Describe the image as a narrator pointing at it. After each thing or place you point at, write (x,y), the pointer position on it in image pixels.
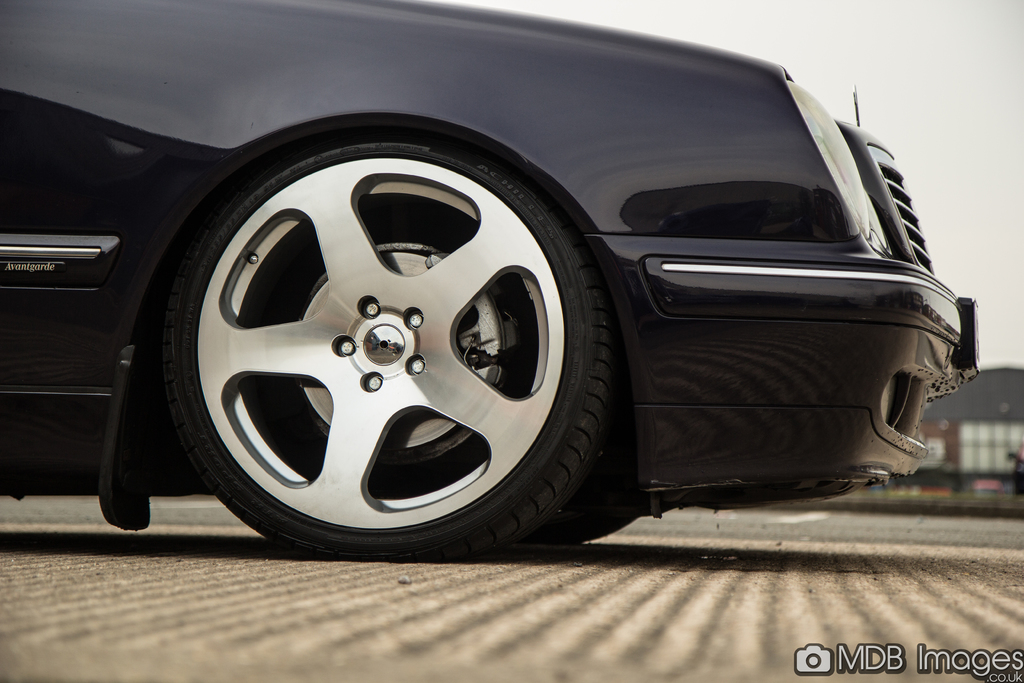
In this picture we can see a black color car (568,227), in the background (975,407) there is a building (954,403), at the right bottom (894,661) we can see some text (926,666), there is the sky (937,73) at the top of the picture (935,69).
